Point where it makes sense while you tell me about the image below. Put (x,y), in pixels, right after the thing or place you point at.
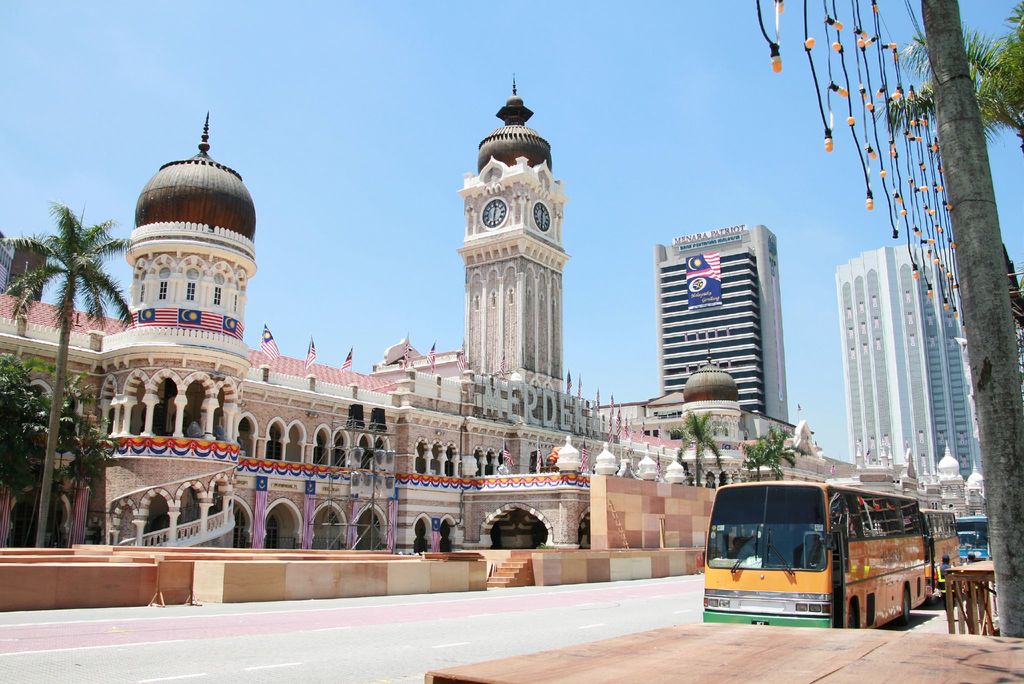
In this picture there is a clock tower (480,194) in the center of the image (500,336) and there are buildings (924,501) on the right side of the image (838,341) and there are trees (1023,576) on the right (996,473) and left side of the image (6,475), there are buses (939,537) on the right side of the image (770,508), it seems to be the road side view.
